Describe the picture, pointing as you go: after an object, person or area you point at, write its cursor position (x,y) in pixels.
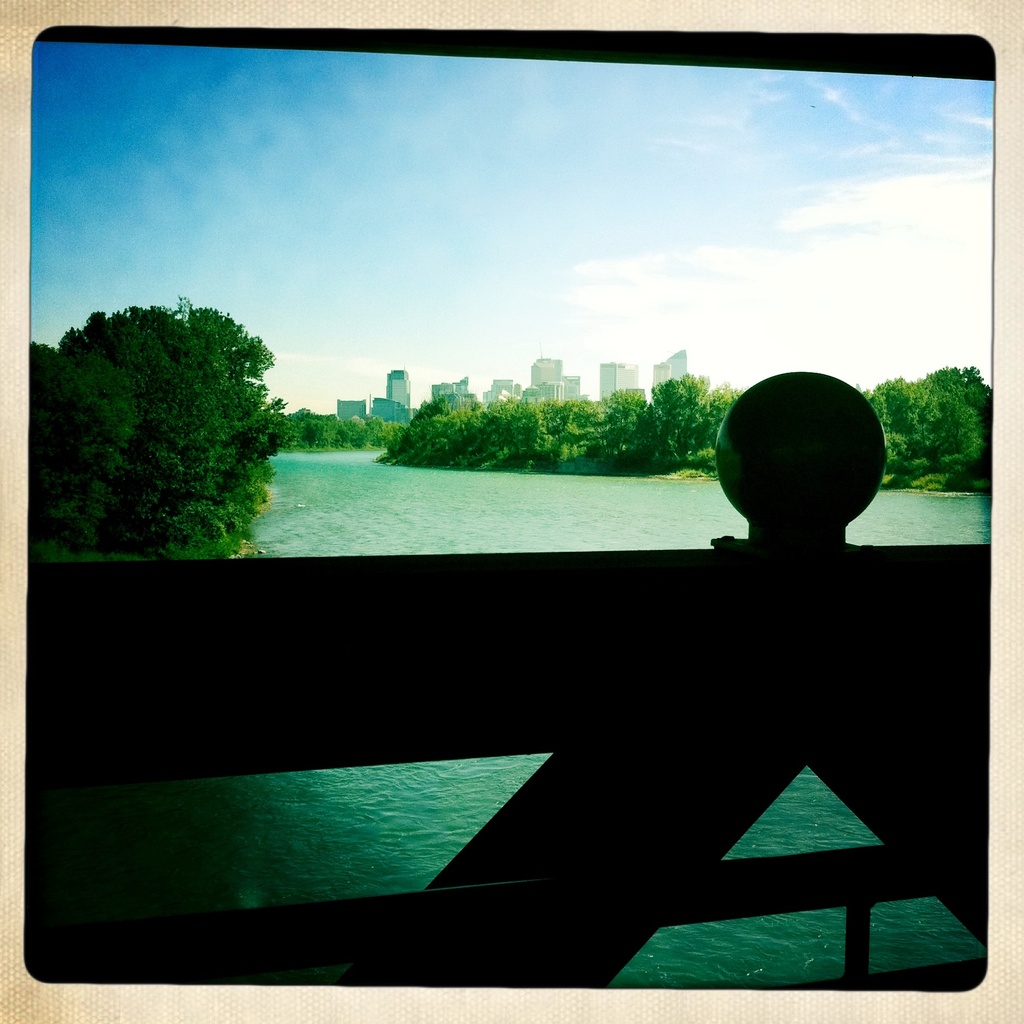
In this image we can see buildings (674,357), sky (581,232) with clouds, trees (415,426), water (508,531) and bridge (516,639).
